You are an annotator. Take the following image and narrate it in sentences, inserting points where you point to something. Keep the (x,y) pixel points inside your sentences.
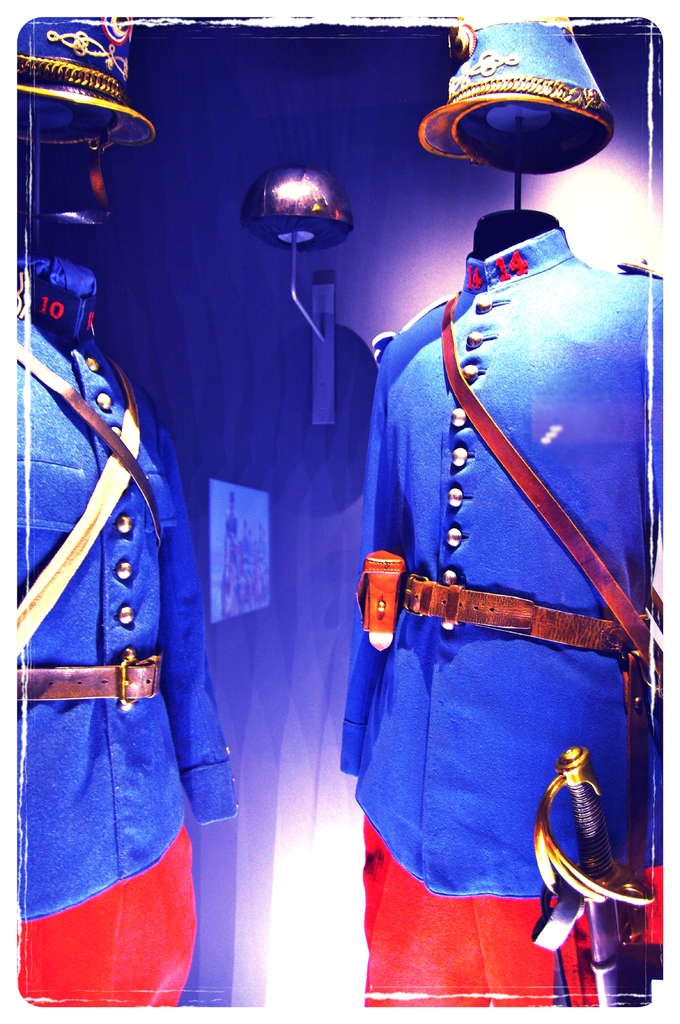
In the picture I can see uniforms (346,720), a sword (565,771), caps (459,112) and some other things (376,622). These clothes (438,777) are blue and red in color.
